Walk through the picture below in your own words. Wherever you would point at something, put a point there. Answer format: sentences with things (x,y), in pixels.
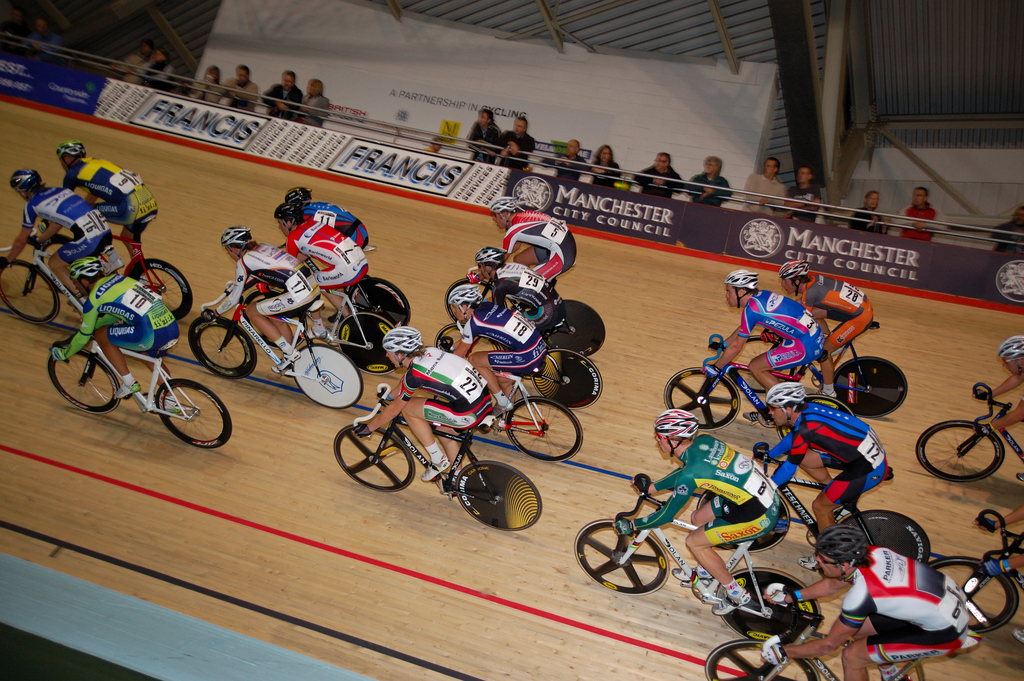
There are many people (306,245) wearing helmets (405,340) and gloves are riding cycles (348,402). In the back (514,182) there are banners (510,177). Also there are many people (201,94) standing.
